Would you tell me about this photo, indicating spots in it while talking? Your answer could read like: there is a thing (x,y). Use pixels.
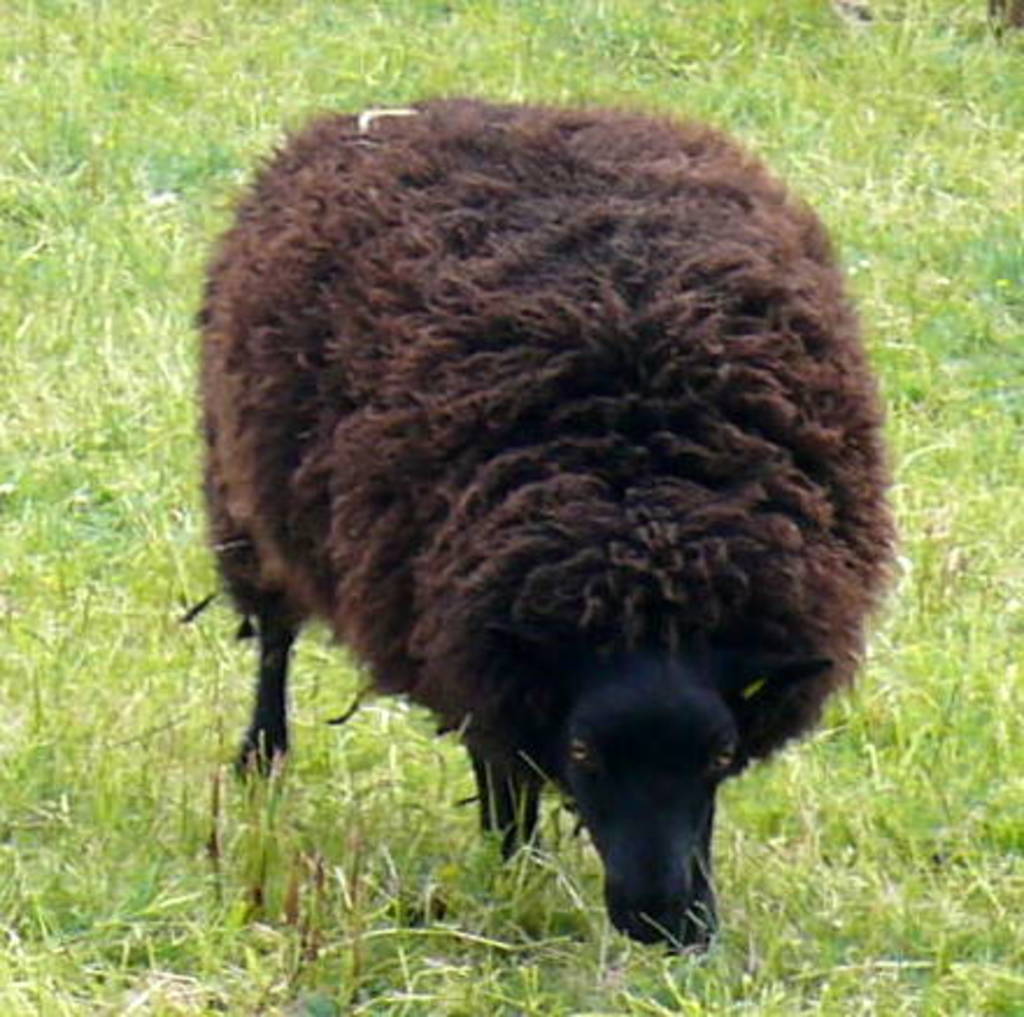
In this image we can see a sheep (478,565) is standing on the grass (574,895).
